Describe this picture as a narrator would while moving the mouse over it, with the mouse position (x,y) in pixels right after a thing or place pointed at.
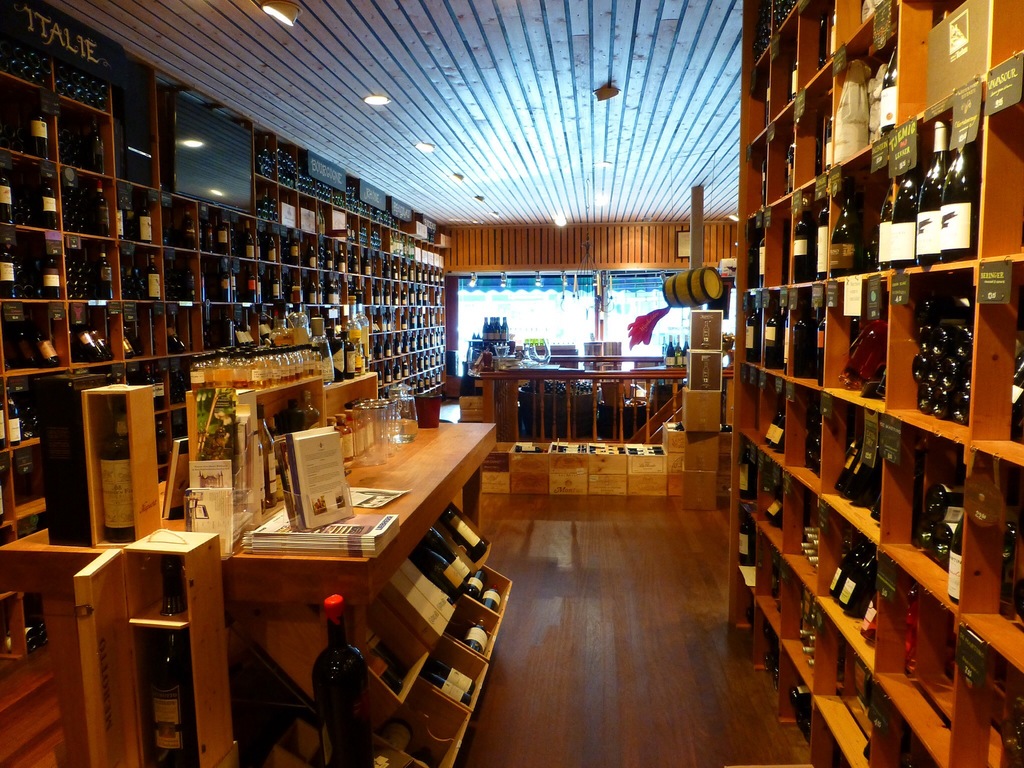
In this image i can see different types of bottles (865,139) which are on the shelves (793,435).
